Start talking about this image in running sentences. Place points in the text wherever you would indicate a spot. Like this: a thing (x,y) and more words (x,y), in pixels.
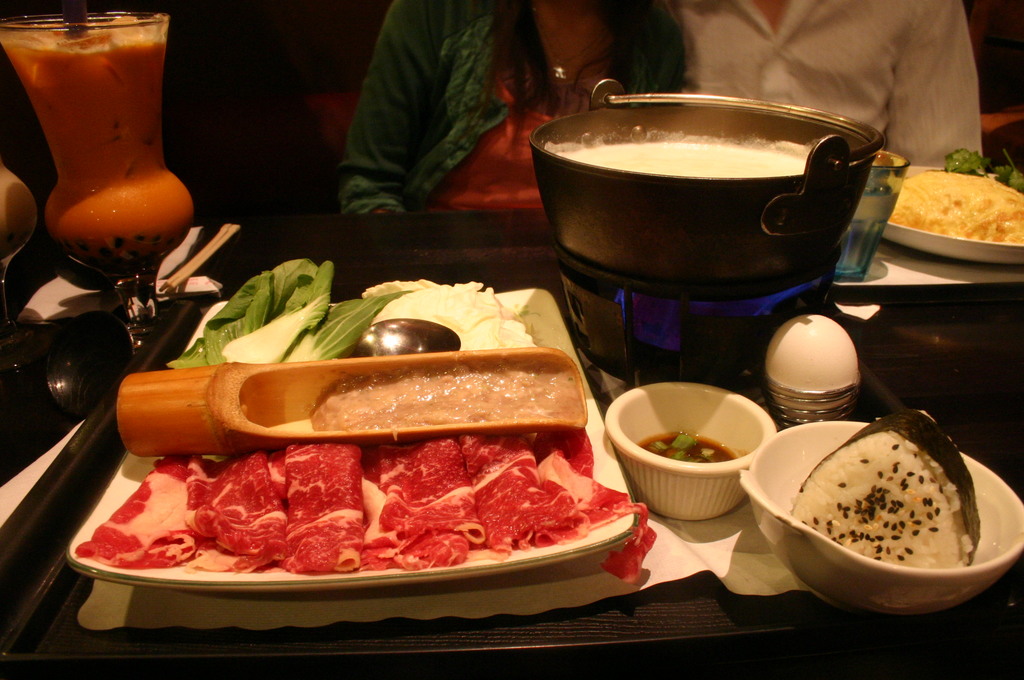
In the picture I can see many food items (109,542) are kept on the plate (513,568). Here I can see bowls (811,458), glasses (56,143) with drinks (56,143) in it are placed on the table (995,345). In the background (490,70), I can see two persons (573,35) are sitting near the table (919,647).
